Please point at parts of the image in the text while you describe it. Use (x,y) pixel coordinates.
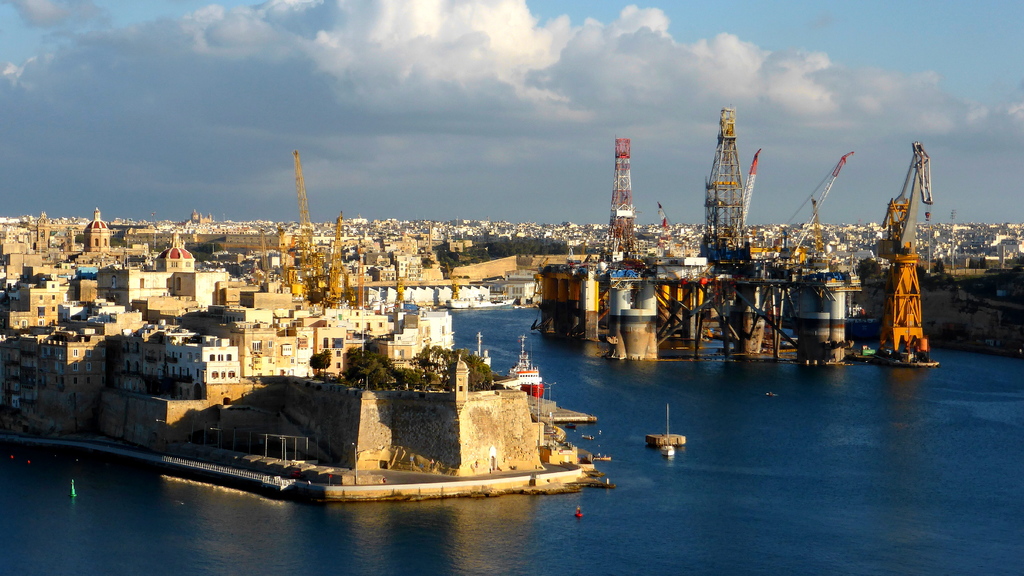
In this picture I can observe buildings (234,323). In the bottom of the picture (391,515) I can observe a river (600,526). In the background (481,103) there are some clouds (445,86) in the sky (417,93).
